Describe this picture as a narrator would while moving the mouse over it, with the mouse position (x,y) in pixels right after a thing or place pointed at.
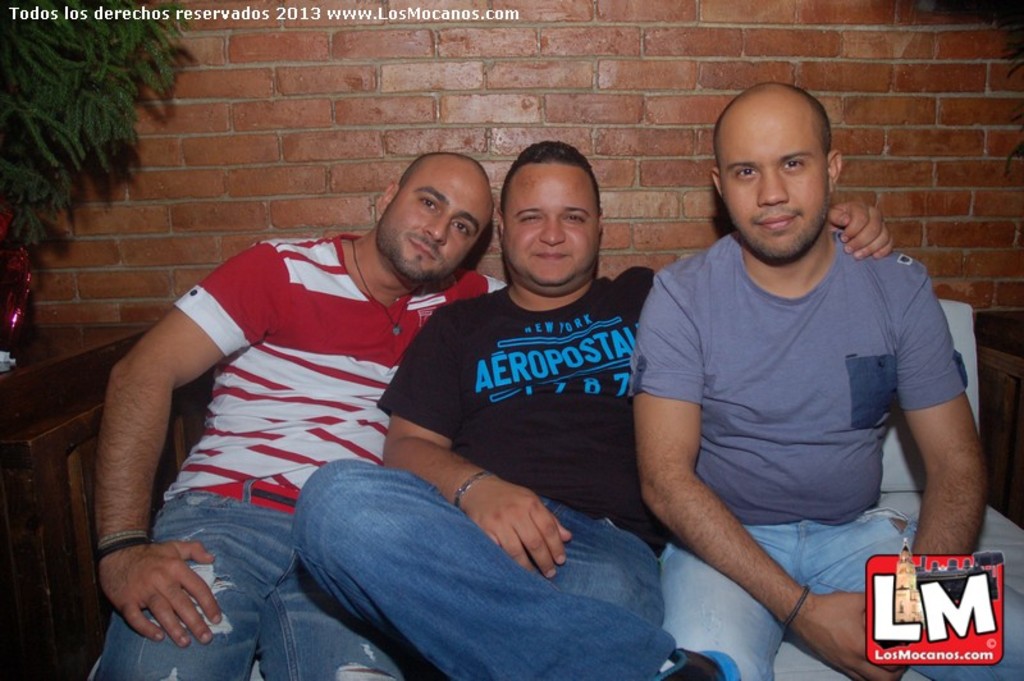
There are three people (469,363) sitting. In the back (438,105) there is a brick wall (552,65). On the left side (32,382) there is a table (39,395). On that there is a tree (72,105). Also there are watermarks (368,14).
